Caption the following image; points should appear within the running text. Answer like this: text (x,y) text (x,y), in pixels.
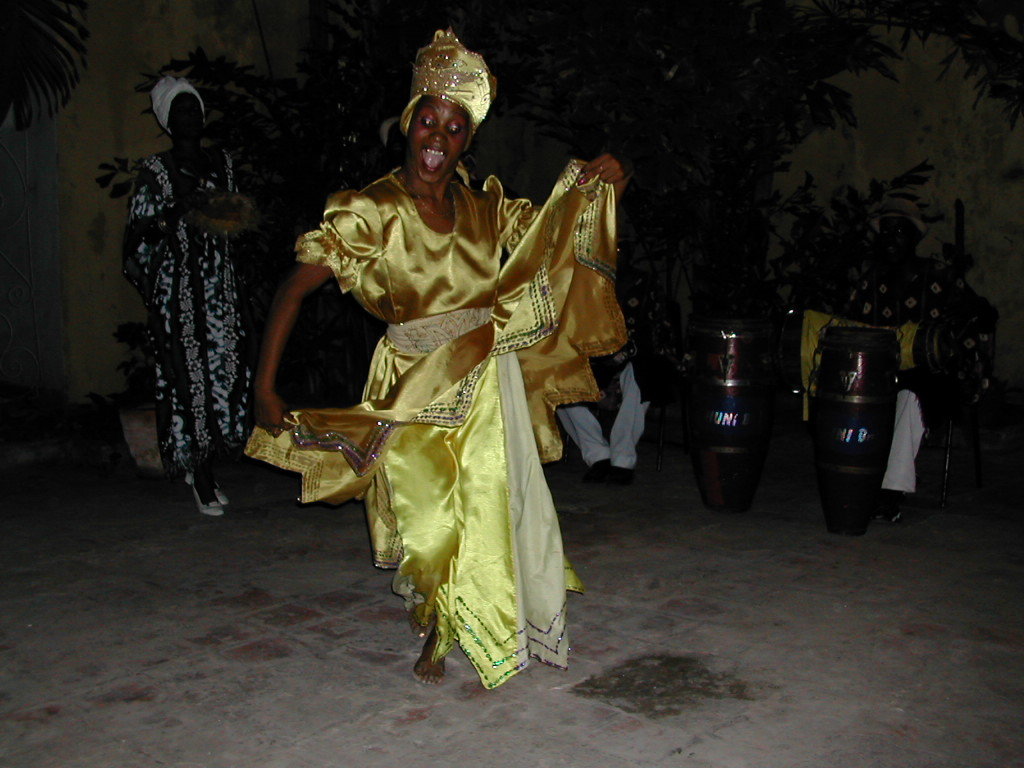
In this image, we can see a person (461,457) is yellow color costumes (437,291) and dancing on the floor (577,711). Background (709,367) we can see few people (640,359), musical instruments (854,389), plants (797,286) and wall (856,169).
